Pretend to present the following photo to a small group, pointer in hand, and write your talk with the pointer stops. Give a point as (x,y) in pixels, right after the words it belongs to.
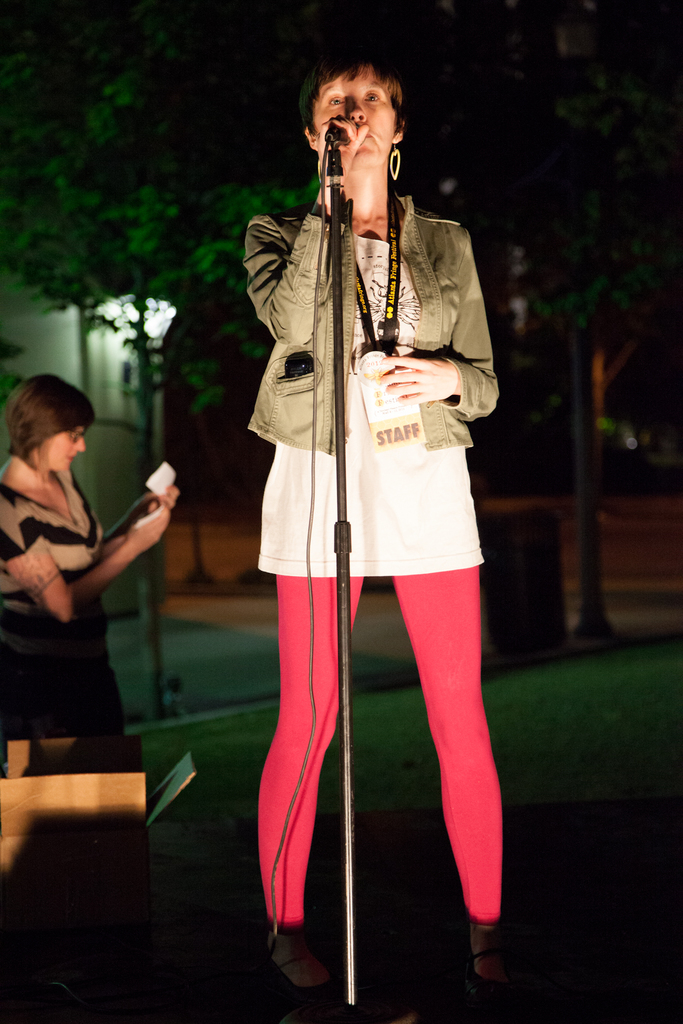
A lady (361,267) is holding a mic (327,140). She is wearing a tag (367,382). She is wearing a jacket (440,292) also. In the background (129,548) there is another woman (69,528). And there is a box (131,840) beside her.
